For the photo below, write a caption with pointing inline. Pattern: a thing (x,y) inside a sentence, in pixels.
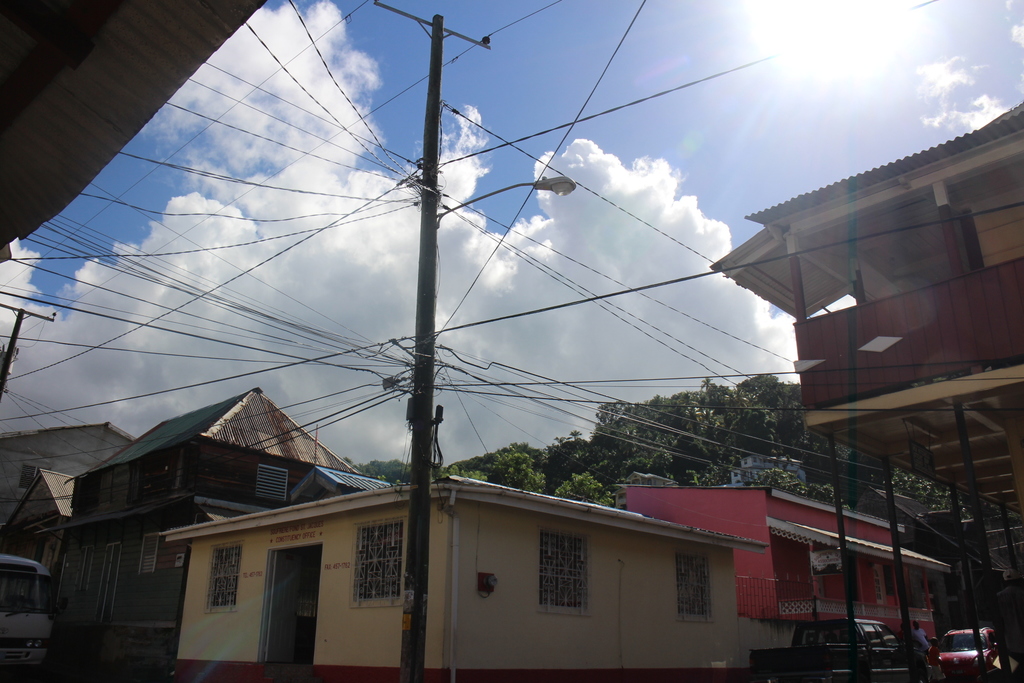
In this image we can see the buildings (740,522), vehicles (815,628), and persons (915,643) on the ground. And we can see the current poles (425,239) with wires (466,211) and light (445,211). There are trees (699,415) and sky (660,154) in the background (647,238).
